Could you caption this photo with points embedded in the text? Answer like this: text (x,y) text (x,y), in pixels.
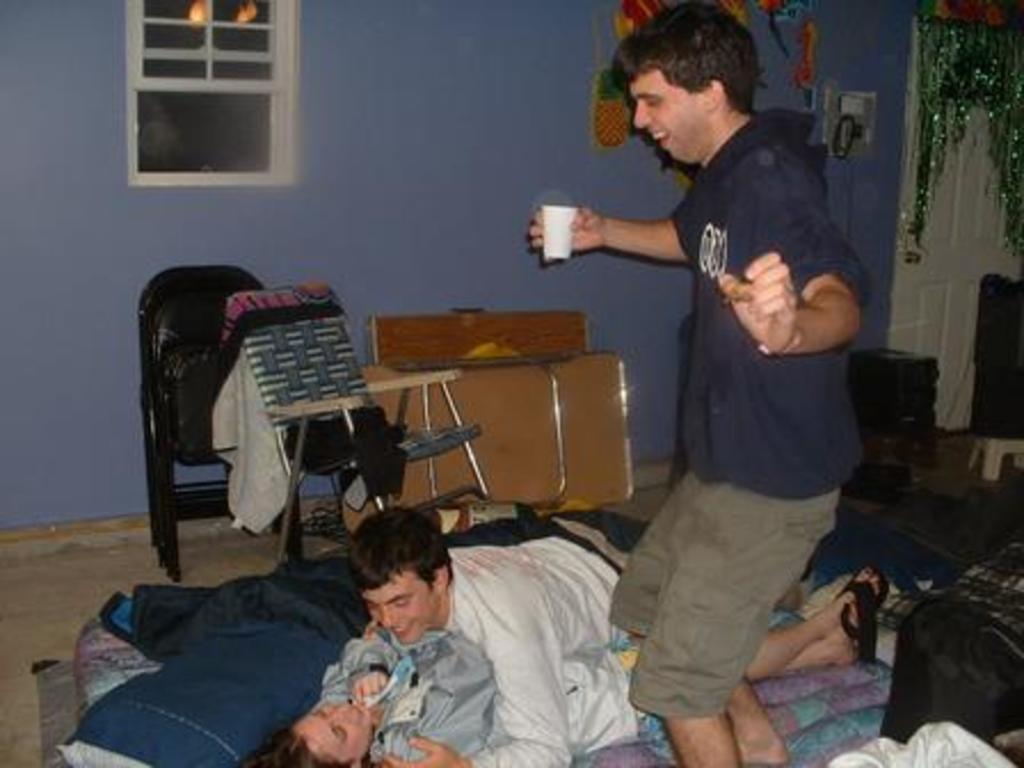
In this image there are two persons (456,683) lying down, there is a person (755,489) standing and holding a cup (566,229), in this image there are chairs (370,423), there are clothes (268,432) on the chair (295,370), there are objects (215,630) on the ground (913,503), there is a door (954,217) truncated towards the right of the image (972,233), there are objects (1002,395) truncated towards the right of the image (984,398), there is the wall (417,191), there are objects (615,79) on the wall (862,70), there is a window (219,103) truncated towards the top of the image (248,54).
